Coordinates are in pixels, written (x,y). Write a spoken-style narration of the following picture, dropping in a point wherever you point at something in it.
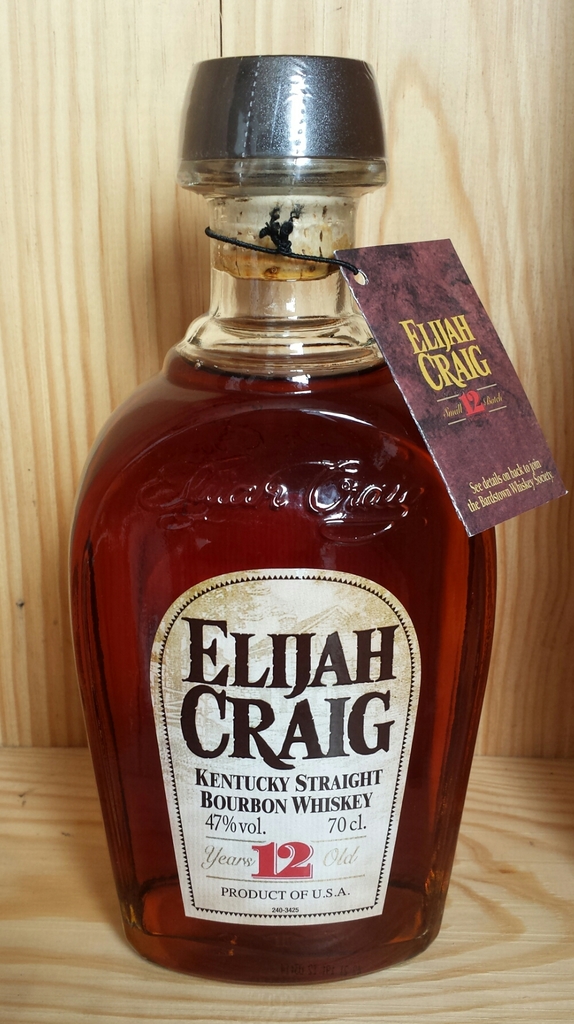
In this image i can see a glass bottle (286,545) with a name "Elijah Craig" (303,704) on it.
